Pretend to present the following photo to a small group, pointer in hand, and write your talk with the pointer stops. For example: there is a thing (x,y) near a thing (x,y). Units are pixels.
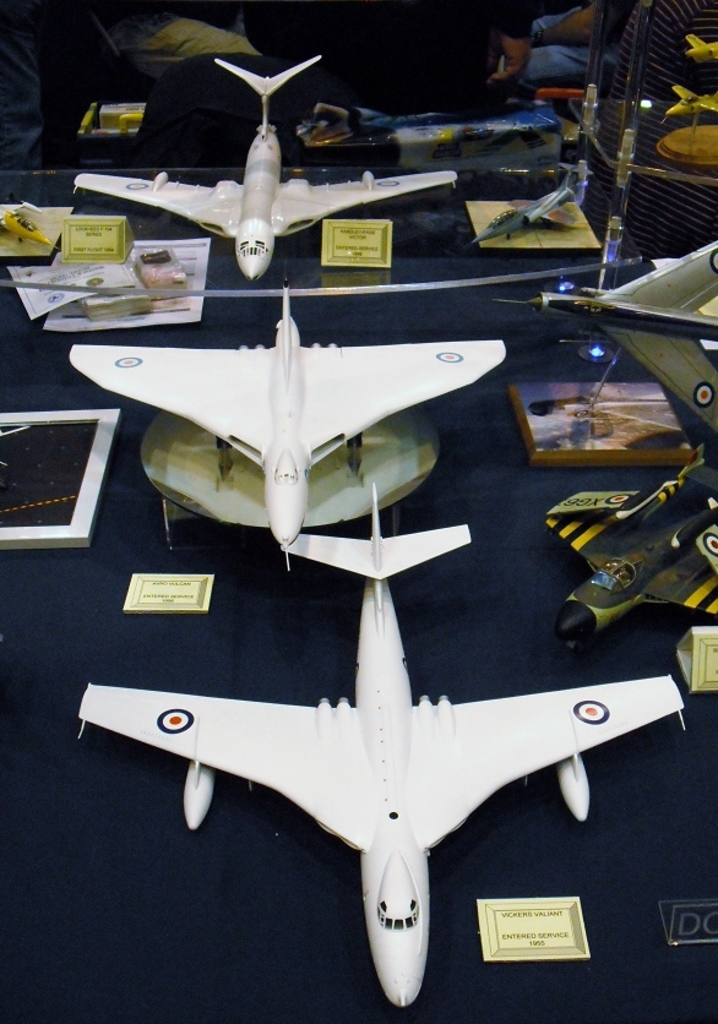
In this image, we can see aircrafts (405,345) and boards (324,253) on the table (352,626). In the background (495,42), there are some people (582,46).
